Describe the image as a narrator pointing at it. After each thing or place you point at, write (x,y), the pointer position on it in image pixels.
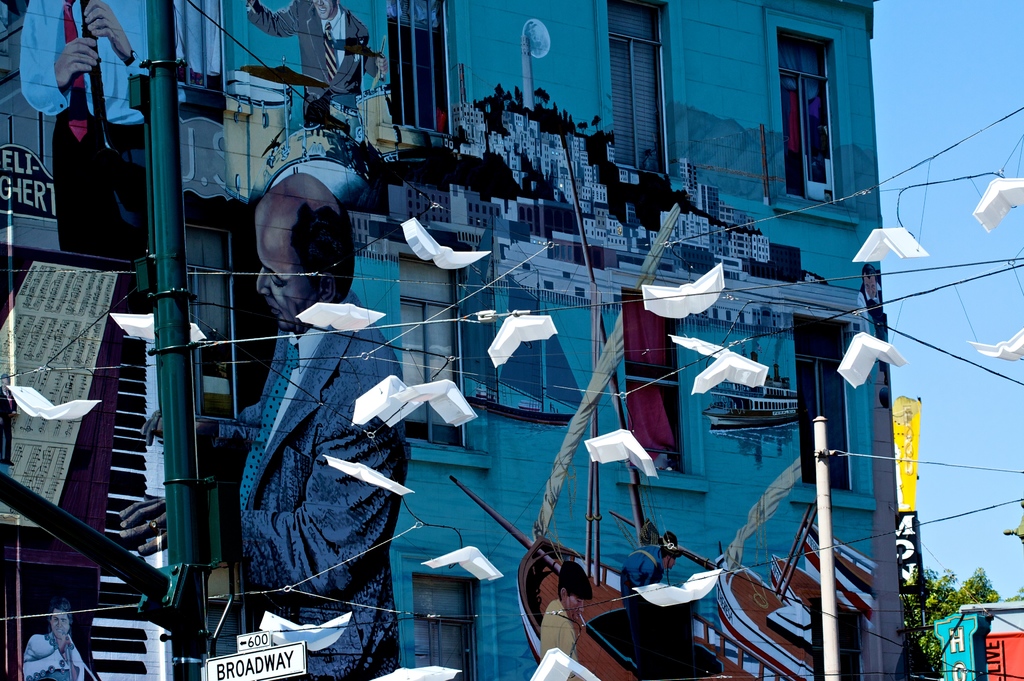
In this image I can see few poles (179,354), few boards (246,643), number of wires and on it I can see number of white colour things (1015,184). In the background (742,391) I can see few buildings (783,555), few trees (953,589), the sky (977,269) and I can also see painting (270,43) on the building (522,401).
